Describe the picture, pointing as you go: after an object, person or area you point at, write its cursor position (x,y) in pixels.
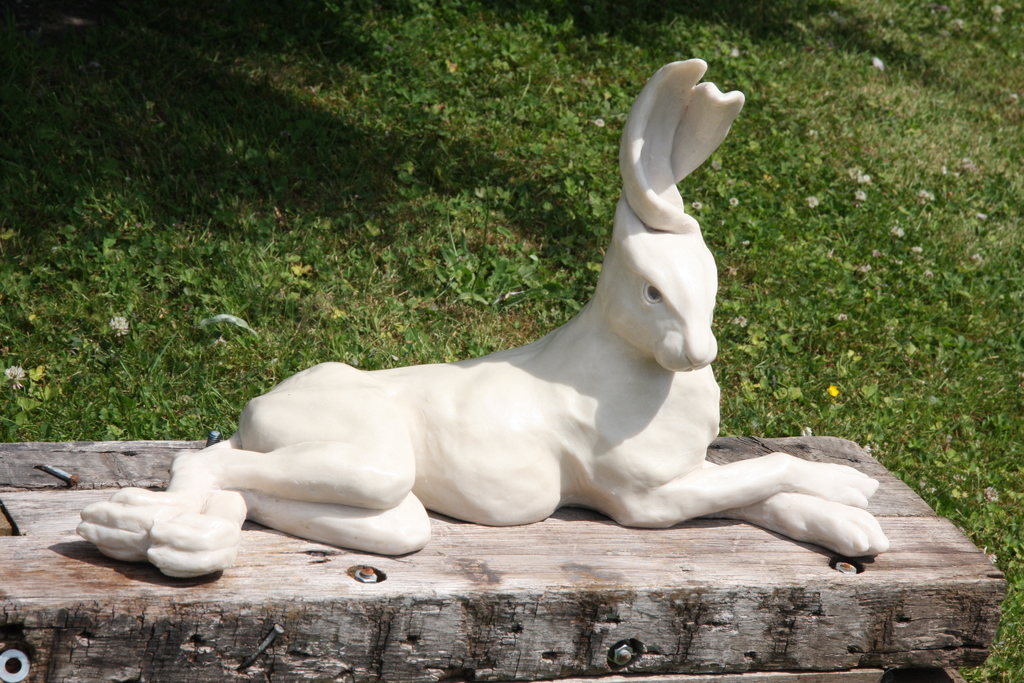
In this image there is a statue (847,521) on the wooden platform (650,604). In the background of the image (280,275) there is grass (343,171) on the surface (297,182).
